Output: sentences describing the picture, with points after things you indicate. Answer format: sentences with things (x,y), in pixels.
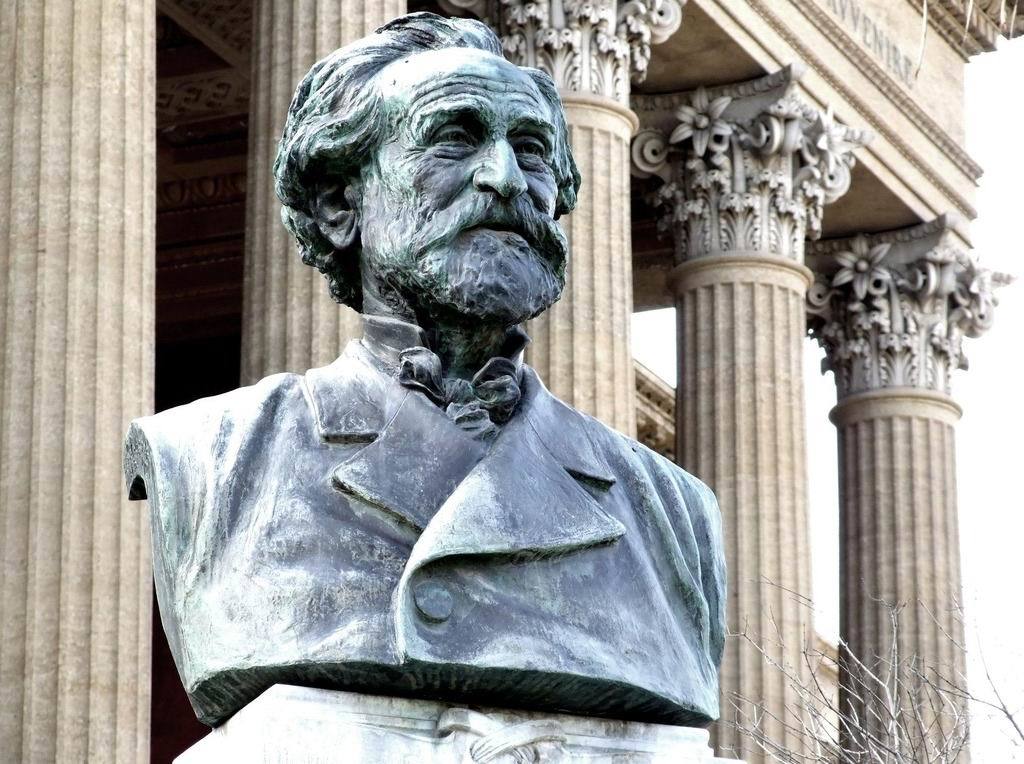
In this image, we can see the statue (377,551) of a man (330,532), in the background (753,511) we can see some pillars (130,8).
